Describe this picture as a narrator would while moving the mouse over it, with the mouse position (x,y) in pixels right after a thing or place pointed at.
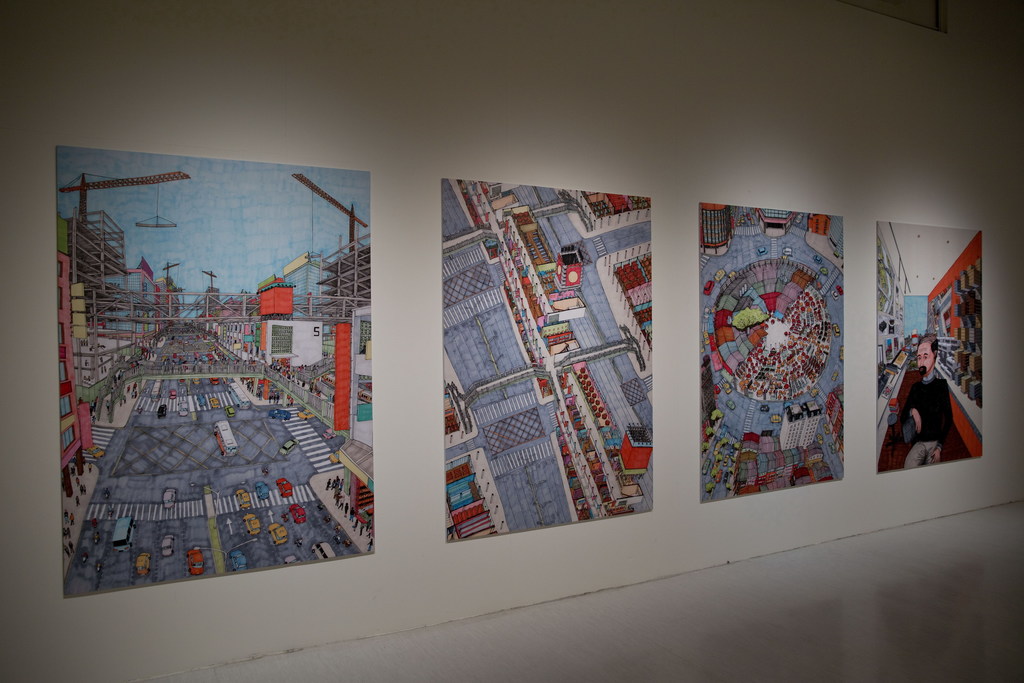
In this image I can see few posters (463,262) on this wall (697,246).
